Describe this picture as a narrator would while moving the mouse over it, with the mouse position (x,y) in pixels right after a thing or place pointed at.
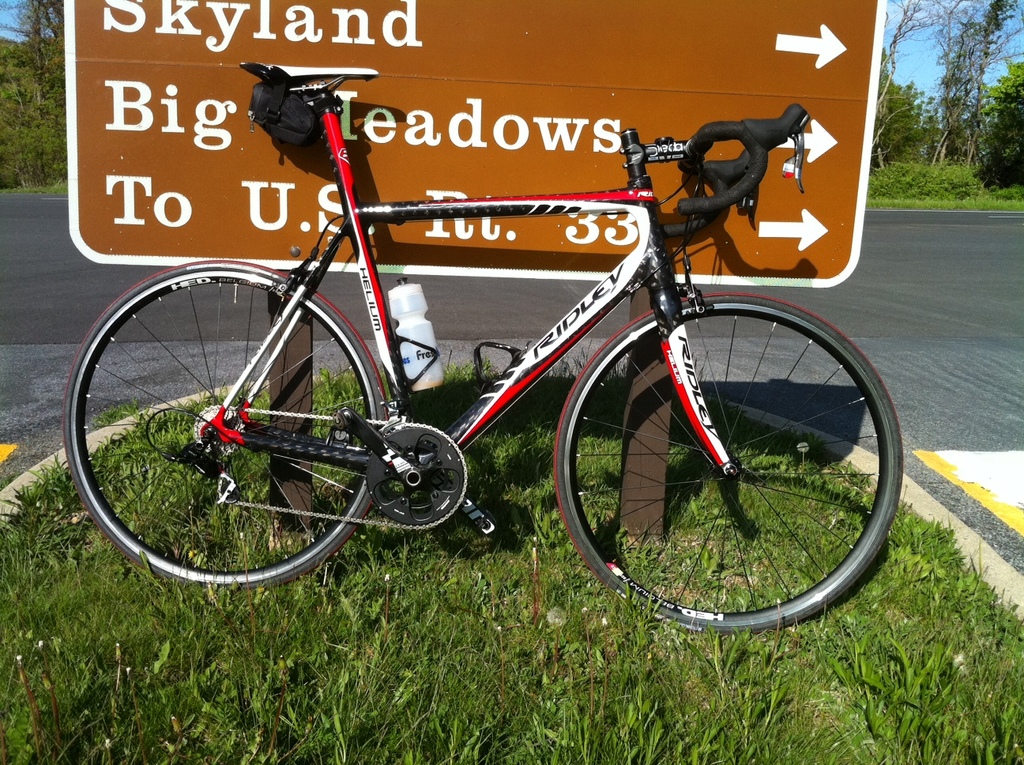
In this picture, there is a bicycle (524,376) on the grass (507,504). Beside it there is a board (479,129) with some text (366,42). In the background (63,278), there is a road (972,325), trees (981,75) and a sky (924,66).
